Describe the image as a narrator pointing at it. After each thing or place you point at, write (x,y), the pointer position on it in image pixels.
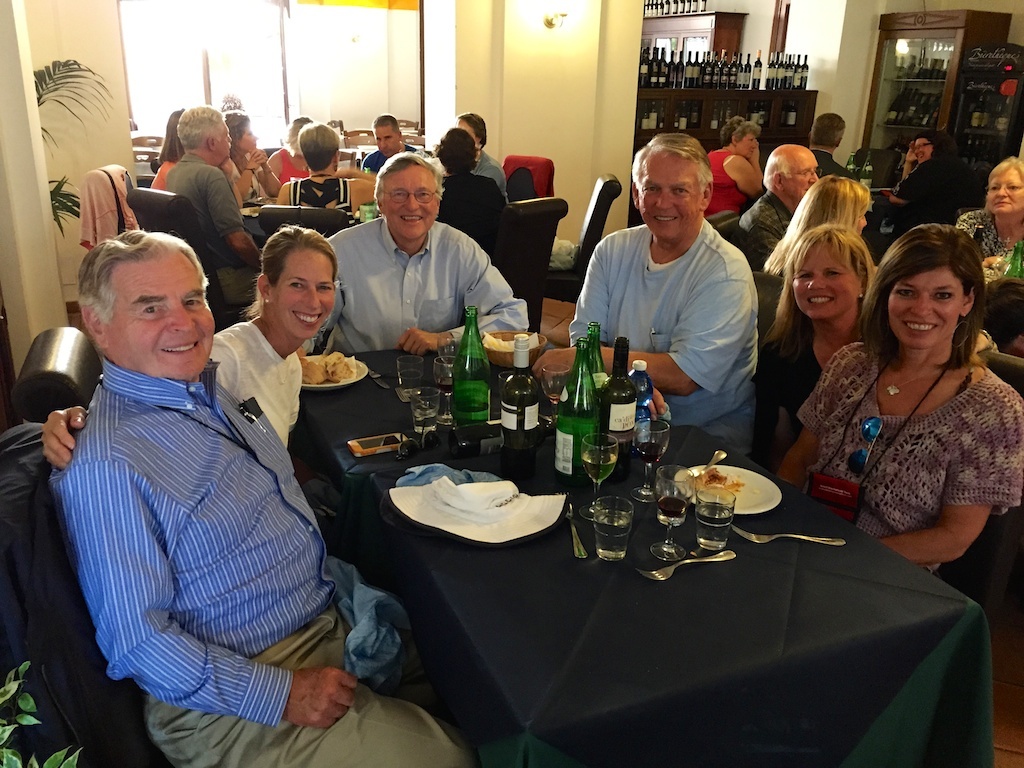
This picture is clicked inside a restaurant (715,208). There are many people (392,205) sitting on the chair (183,231). In front of this picture, we see a table (755,632) which is covered with green color cloth (500,581). On table (510,610), we see glass (610,523), fork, plate (755,492), spoon (698,472), wine bottle (581,418) and mobile phone (398,440). On background (425,134), we have a wall (497,73) and a window (258,53). On the right top of this picture (702,69), we find a cupboard (918,27) in which many wine bottles (912,104) are placed.
